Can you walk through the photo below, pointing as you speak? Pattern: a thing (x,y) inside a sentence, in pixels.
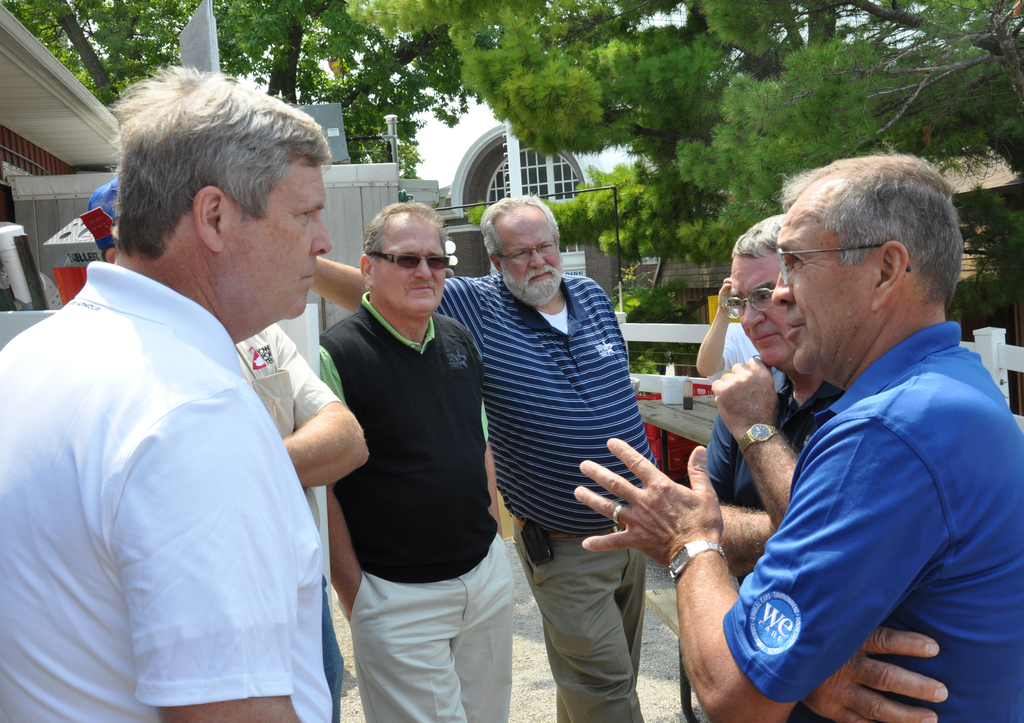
In the image in the center (597,357), we can see a few people (596,380) are standing. In the background (638,96), we can see buildings (23,116), trees (547,118), fences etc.
